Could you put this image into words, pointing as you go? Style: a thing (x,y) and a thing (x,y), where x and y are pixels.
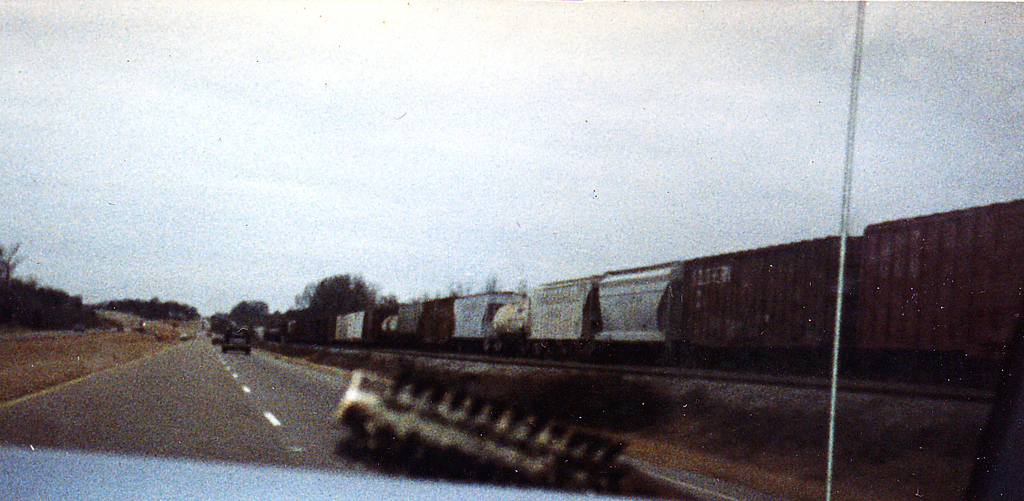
It is a blur image, there is a train (558,335) on the right side (760,348) and beside the train (403,347) there is a road (216,349) and there are few vehicles (219,339) on that road (176,348), around the road (198,348) there are many trees (164,306).
